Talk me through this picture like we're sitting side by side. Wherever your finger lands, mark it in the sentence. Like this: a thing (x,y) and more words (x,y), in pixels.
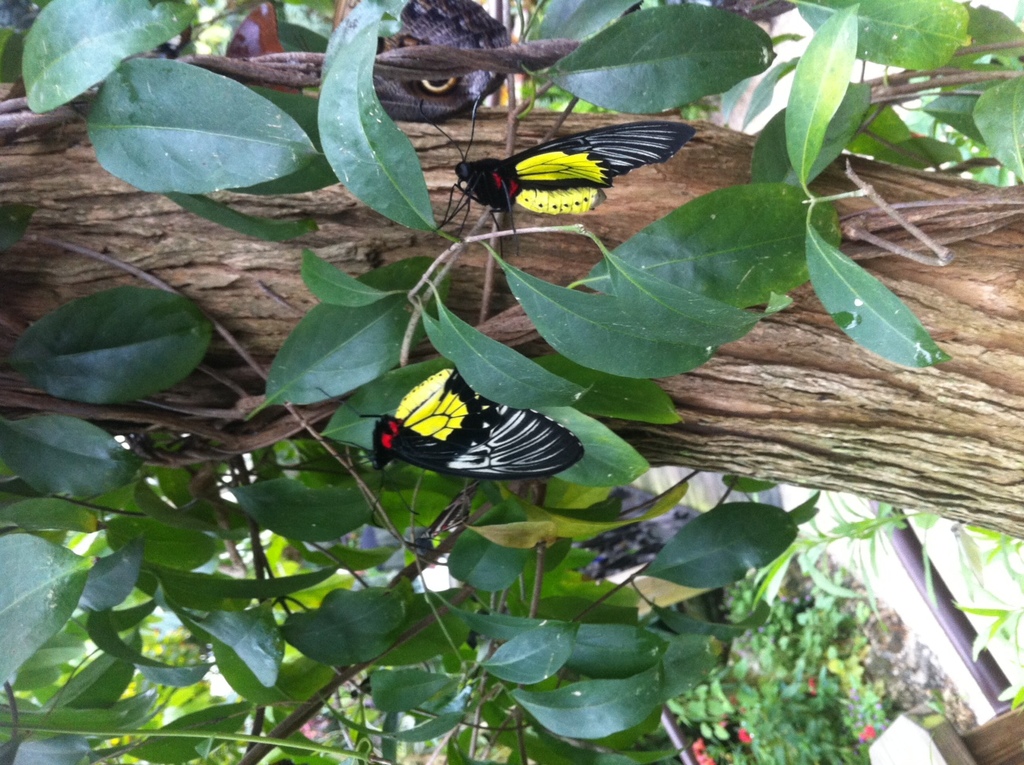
In this image we can see a creeper plant (585,358) to the tree trunk (807,352) and butterflies (483,417) on the leaves (556,357) and in the background (798,593) there are few plants (795,707) with flowers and an iron rod (948,589) to the pillar (1008,744).
